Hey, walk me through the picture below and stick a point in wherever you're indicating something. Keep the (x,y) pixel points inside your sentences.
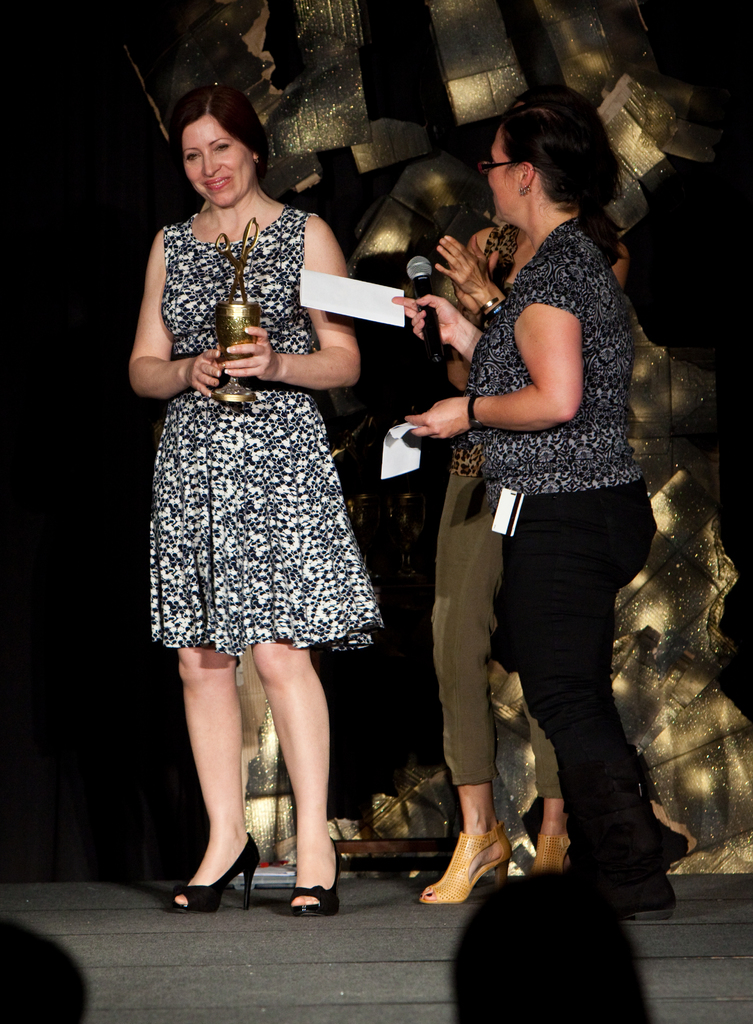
In the foreground of this image (456,678), there are three women (240,628), where one woman (568,555) is holding a mic (428,330) and two papers (406,466) and another one is holding an award (242,267). At the bottom (536,942), there are two heads (52,970) of a person (47,978). In the background (331,90), there are few lights (677,747) in the dark.
